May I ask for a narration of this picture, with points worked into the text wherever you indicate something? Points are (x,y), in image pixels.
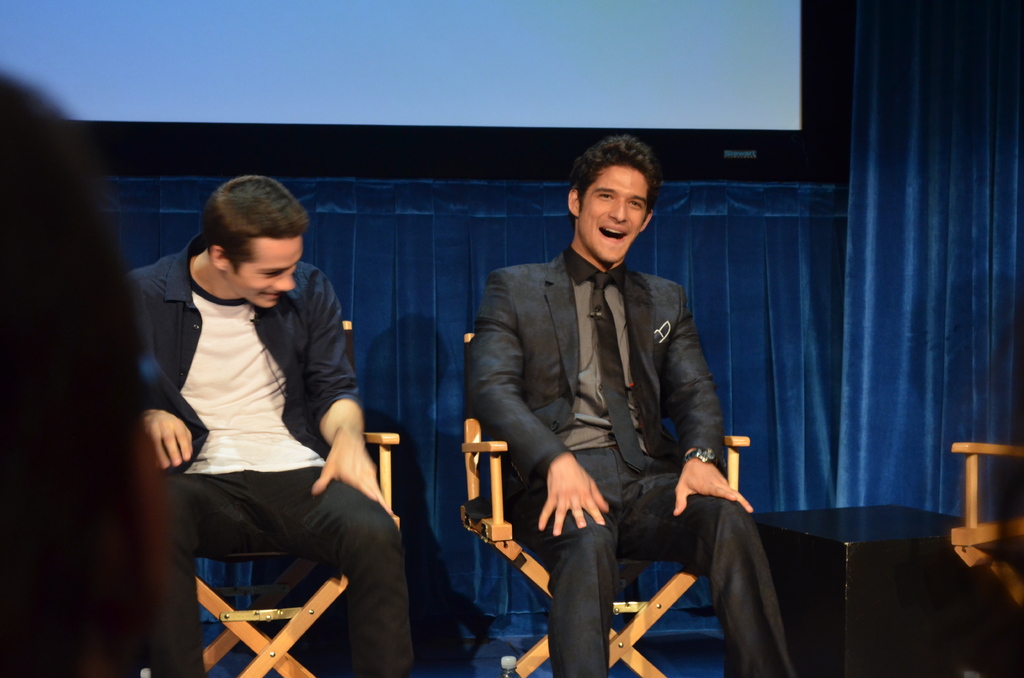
There are two persons (257,287) in different color dresses (533,327), smiling and sitting on wooden chairs (684,577) which are arranged on a stage (700,672). Beside them, there is a black color box (899,573). In the background (829,137), there is a screen (801,67) and there are blue color curtains (844,214).
